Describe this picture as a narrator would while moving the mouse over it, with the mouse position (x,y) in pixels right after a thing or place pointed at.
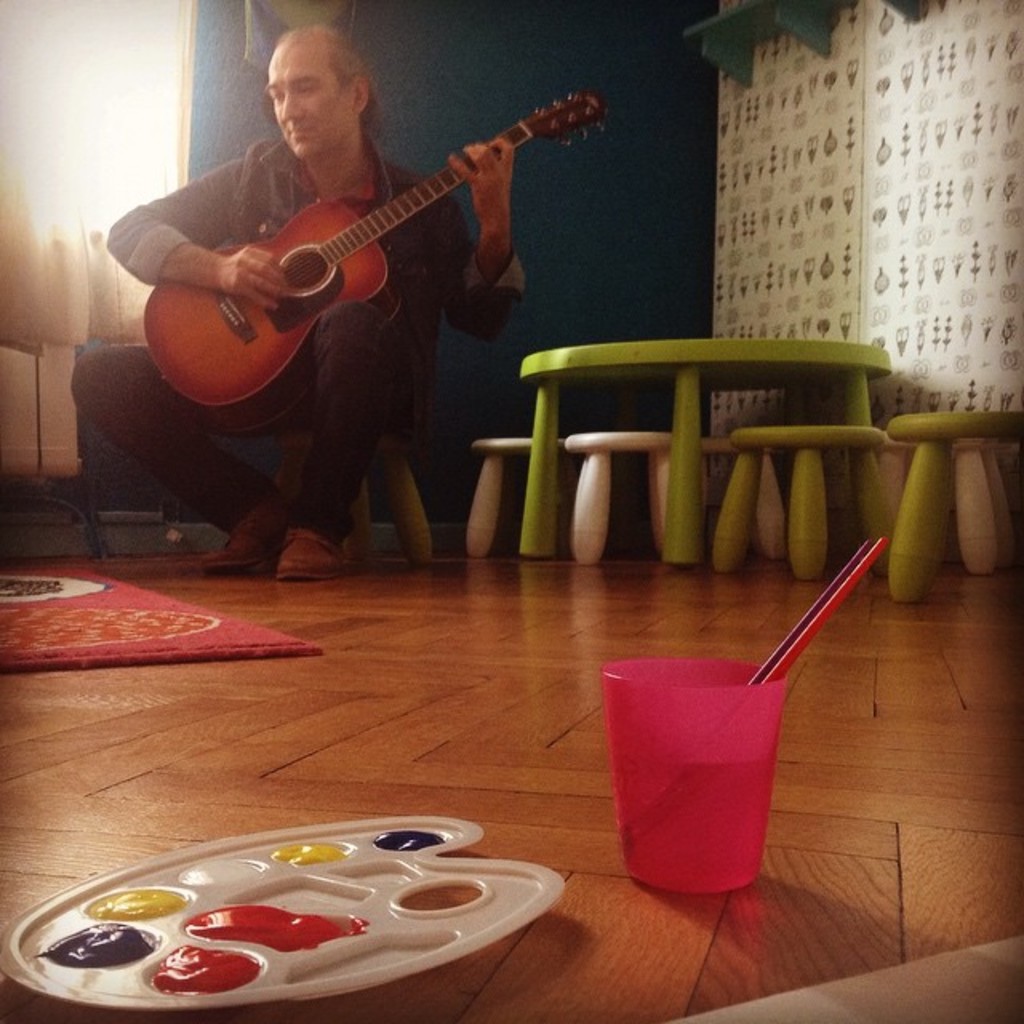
Here we can see a man (298,49) sitting on a stool (304,444) playing a guitar (262,372) and beside him we can see table (689,455) and stools (876,472) present and in front of him we can see colors and a glass (643,768) present.
